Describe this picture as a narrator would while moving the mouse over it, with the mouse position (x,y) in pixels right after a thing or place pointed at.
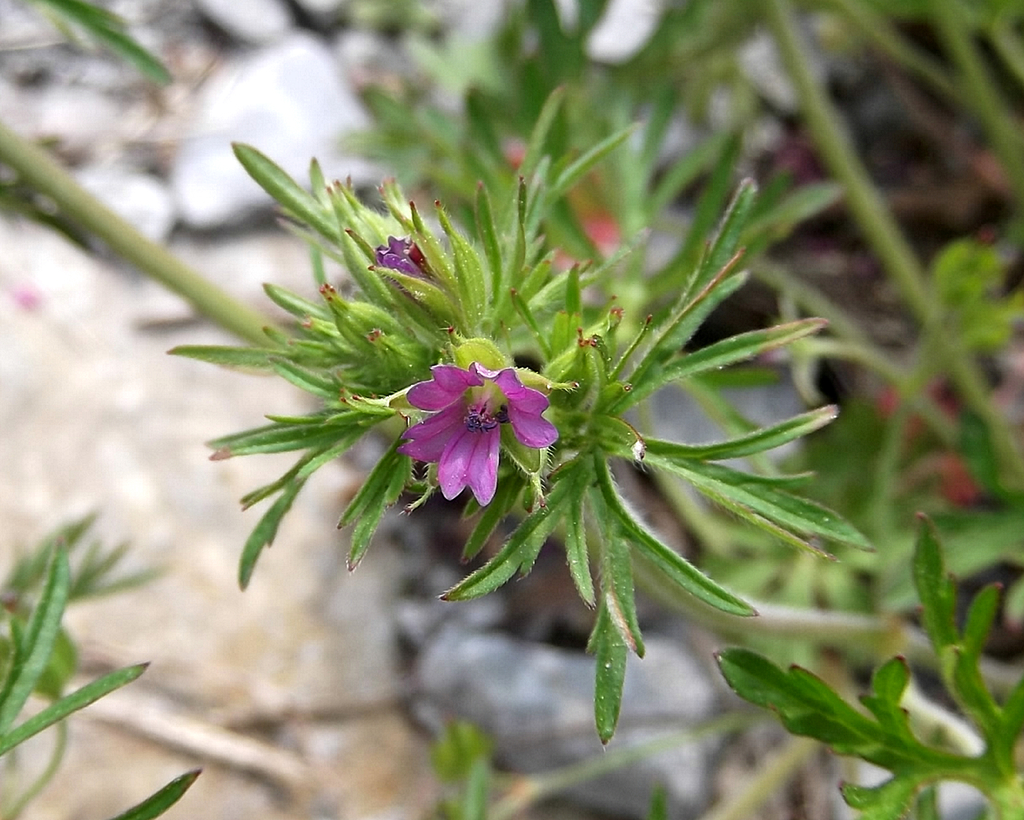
Here in this picture we can see flowers (451,374) present on a plant (523,367) and we can see stones (217,473) on the ground (239,204) in a blurry manner.
